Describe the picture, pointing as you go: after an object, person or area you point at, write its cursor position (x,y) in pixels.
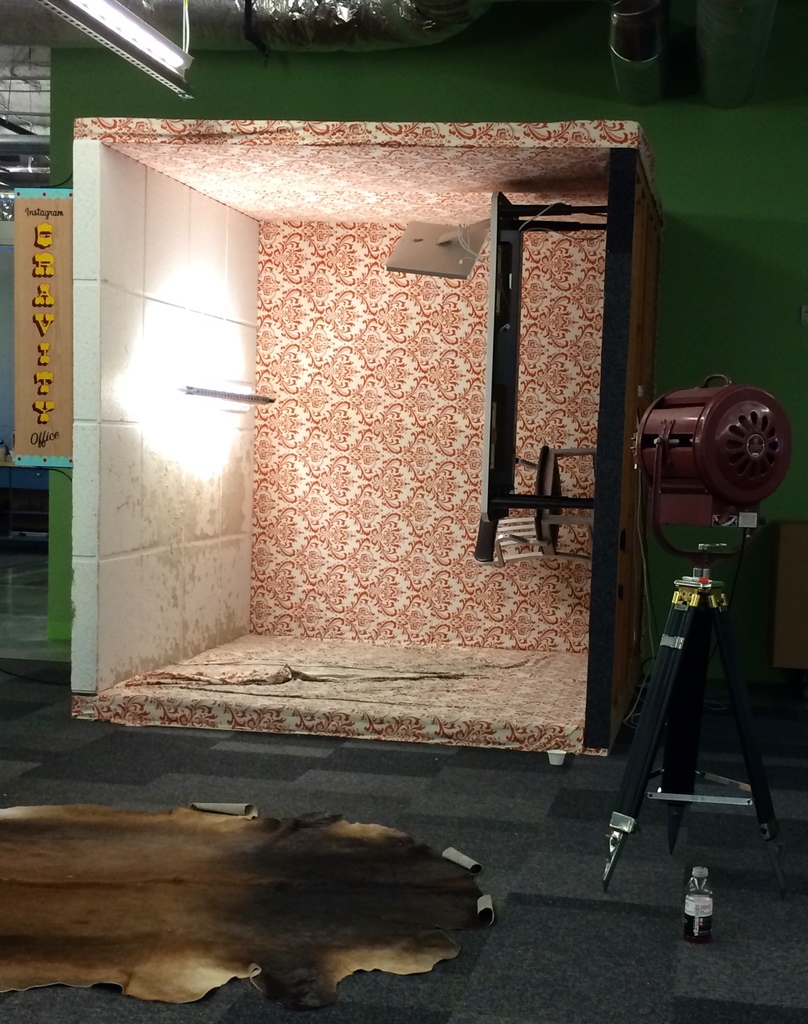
In this image I can see tripod stand (665,664) and on it I can see brown colour light (701,428). I can also see a table (505,430), a bottle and I can see green colour wall (101,110) in background (724,253).
